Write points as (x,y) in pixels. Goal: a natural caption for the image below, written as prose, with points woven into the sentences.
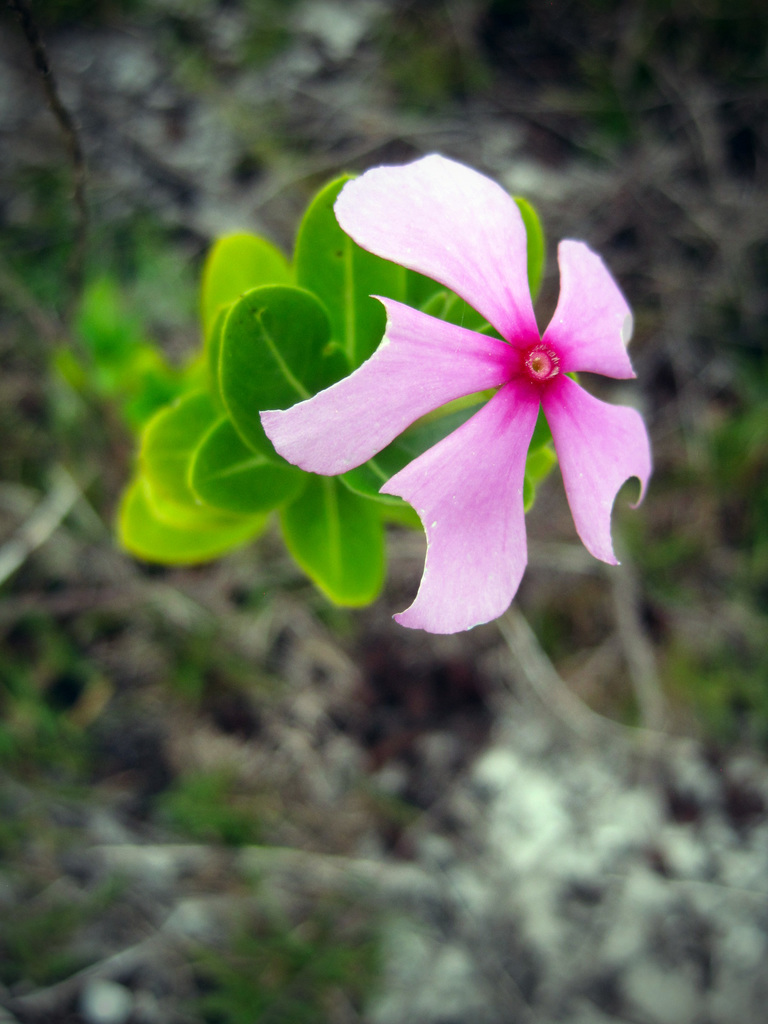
There is a pink color flower (374,424) on a plant (401,299). In the background (541,711) it is blurred.
